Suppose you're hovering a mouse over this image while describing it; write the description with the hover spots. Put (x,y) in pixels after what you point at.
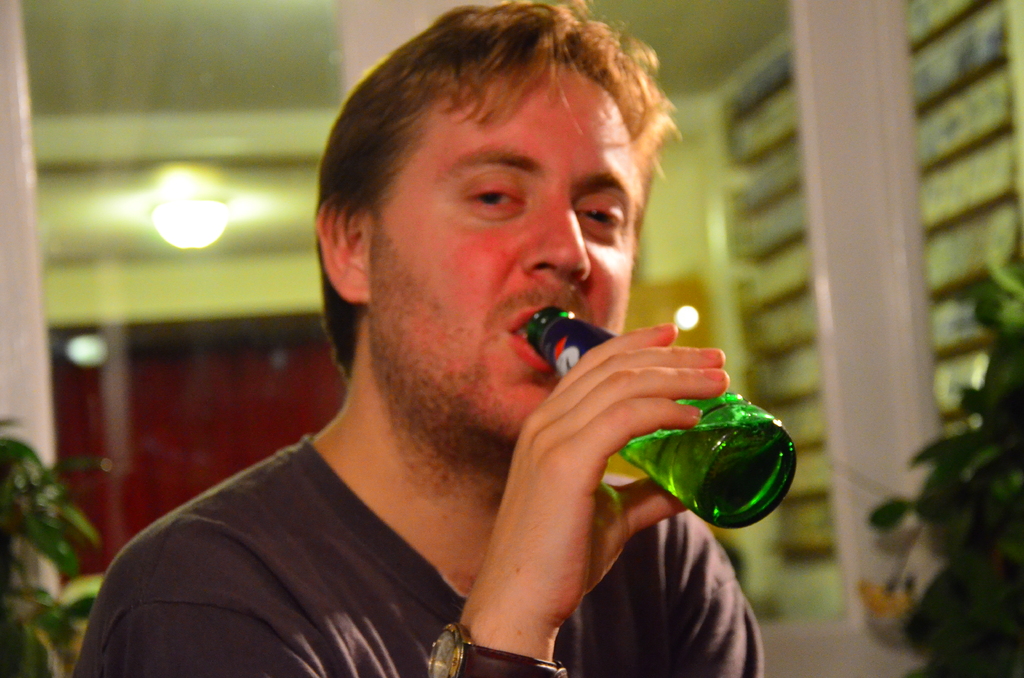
In this image I can see a person (565,392) holding green color bottle (666,468). Back I can see a light (193,232), windows (71,209), building (941,200) and trees (66,508).
